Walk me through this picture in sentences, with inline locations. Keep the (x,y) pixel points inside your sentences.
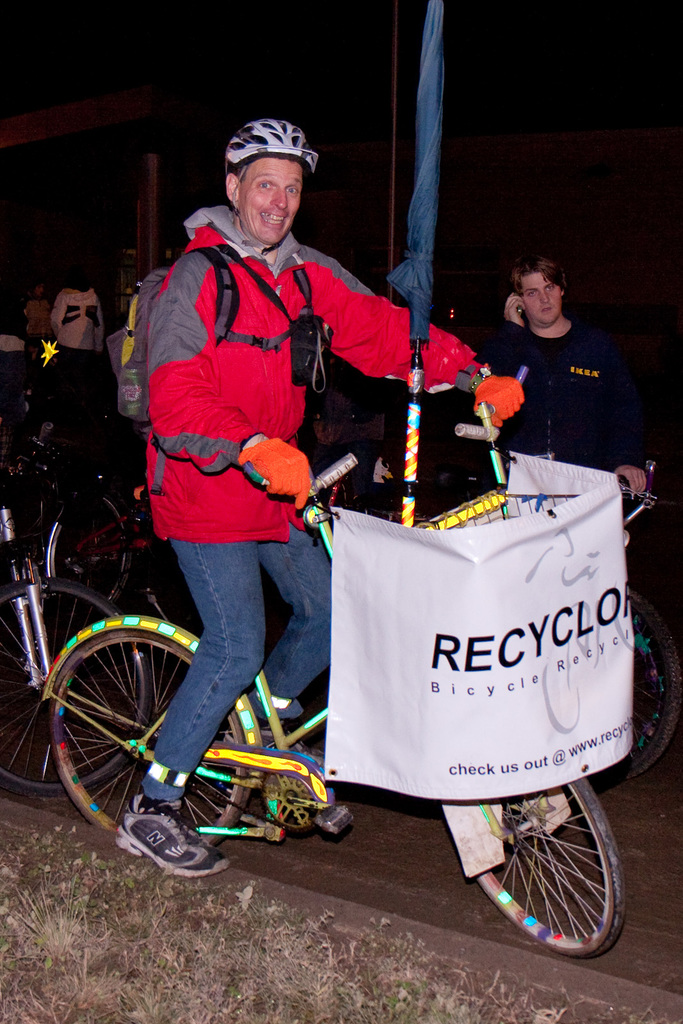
The person (245,386) wearing red jacket (247,372) is riding a bicycle (370,603) which has a white banner (554,589) tightened to it and some thing (533,655) written on it and there group of people (86,355) in the background (59,298).
